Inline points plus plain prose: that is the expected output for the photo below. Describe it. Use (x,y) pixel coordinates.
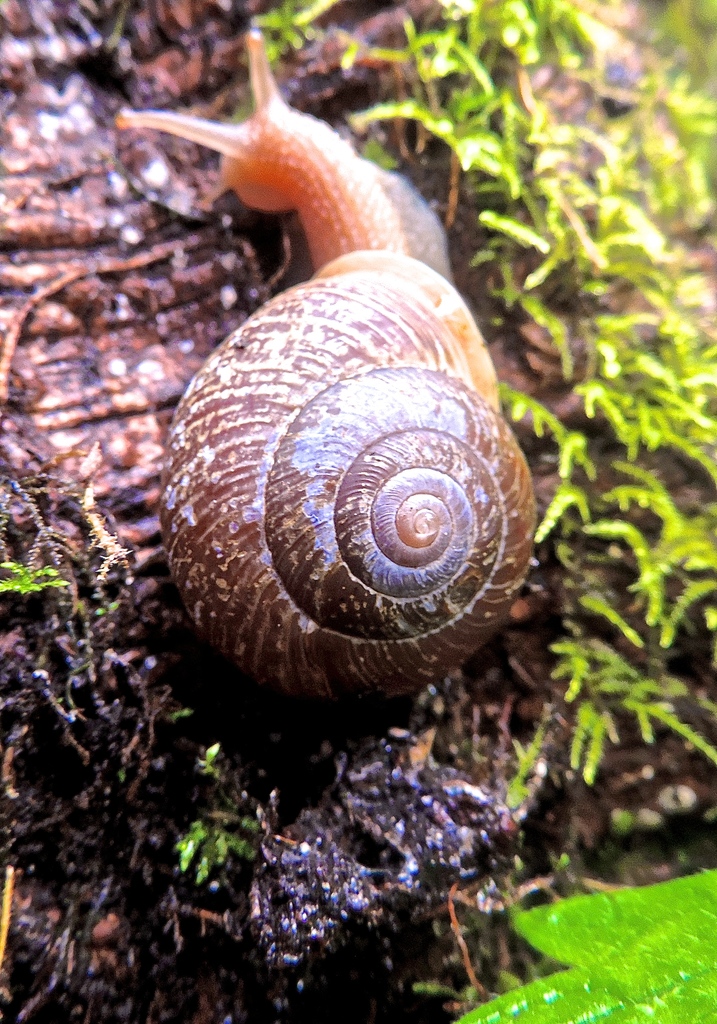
In this image there is a snail (256,545) on a land (53,272) and there are small plants (584,255).
